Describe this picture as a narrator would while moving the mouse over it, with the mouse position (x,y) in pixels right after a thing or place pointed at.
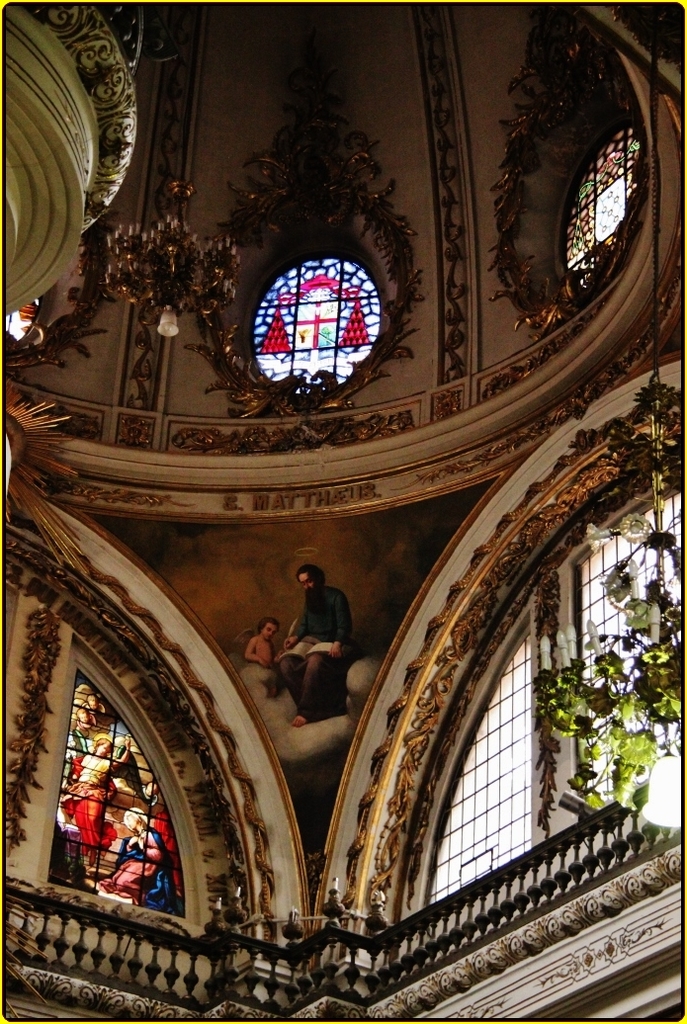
In this image in the center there are windows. On the right side (615,713) there are leaves (638,700) on the top (217,242) there is a chandelier (172,260) hanging and on the windows (104,786) there are images (111,773) of the persons (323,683).
